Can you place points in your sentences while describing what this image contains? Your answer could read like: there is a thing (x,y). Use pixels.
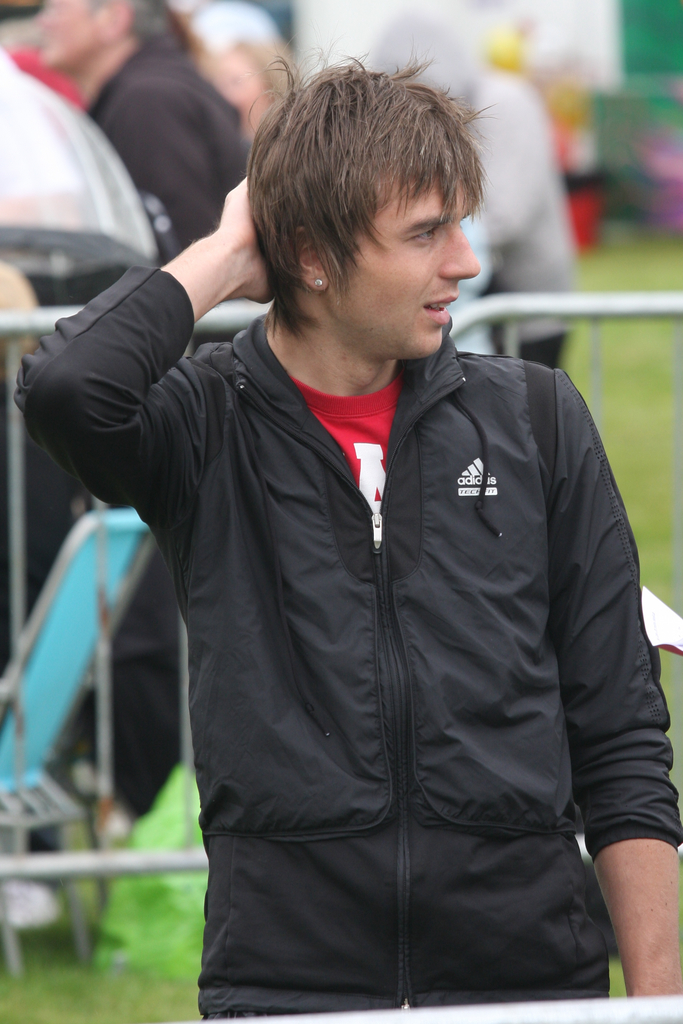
In the background (666,379) we can see people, grass (665,369) and railing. We can see a man (136,395) wearing a black jacket (528,530) and a red t-shirt (374,504). He is standing.
